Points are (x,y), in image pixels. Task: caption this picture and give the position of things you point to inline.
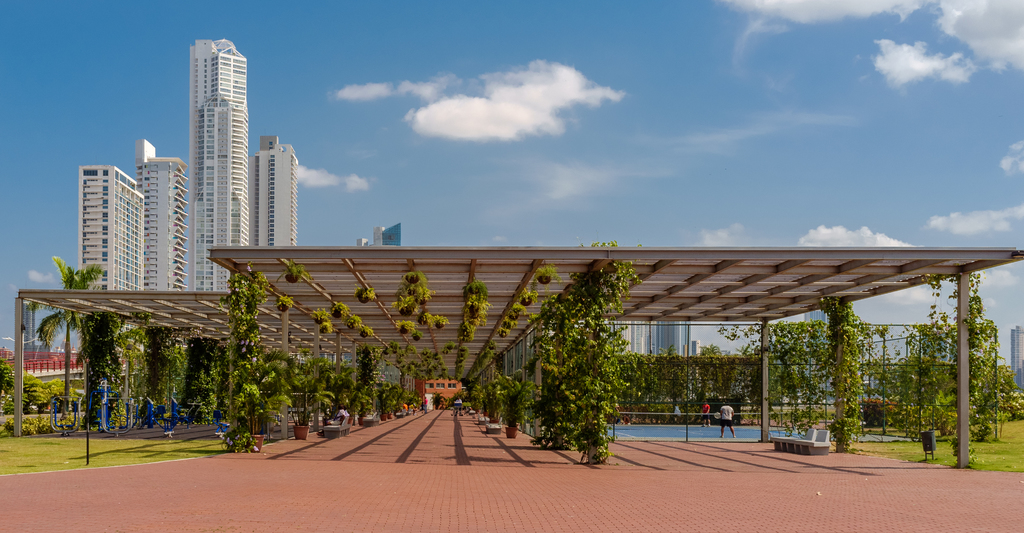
In the picture there is a roof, there are many trees (364,378) below the roof (310,344) and on the right side (700,413) there is a badminton court (652,416), there are few tall towers (222,213) behind the roof (430,323).
